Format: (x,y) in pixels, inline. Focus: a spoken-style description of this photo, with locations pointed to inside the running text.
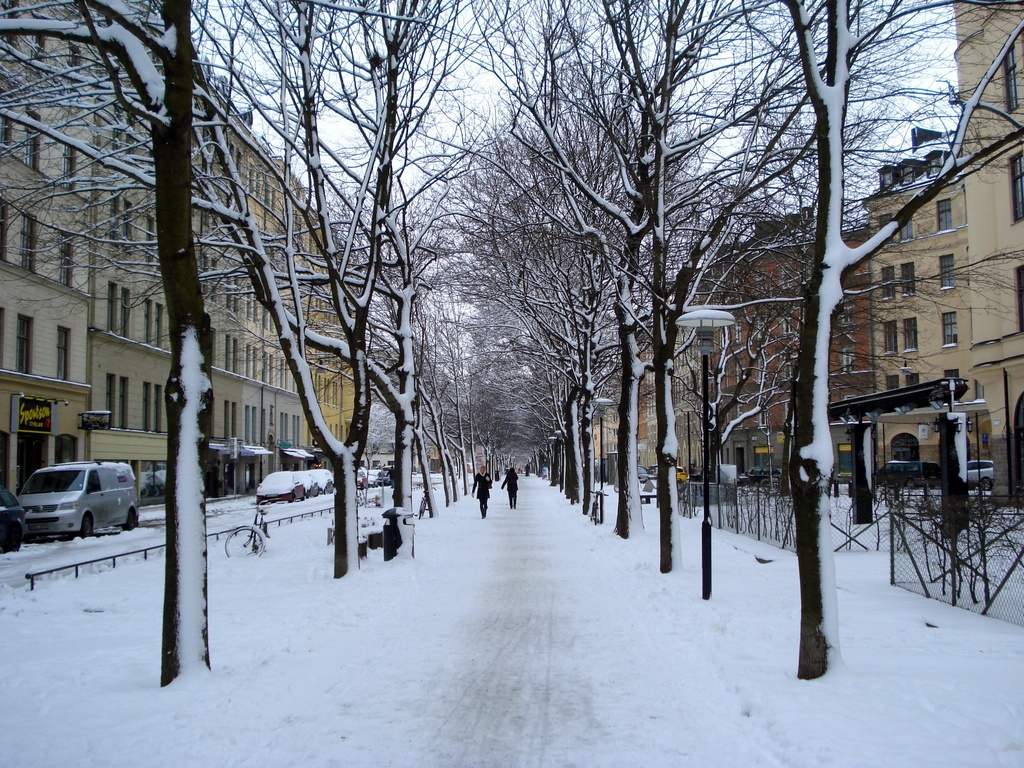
On the right (795,293) and left side of the image (48,385) there are buildings (973,445), in front of them there are vehicles (882,485) parked on the road (928,496) and there is a railing (775,505). At the center of the image (520,473) there are trees (565,475) and few people (483,497) are walking on the path (495,594). In the background (516,105) there is the sky (470,105).
